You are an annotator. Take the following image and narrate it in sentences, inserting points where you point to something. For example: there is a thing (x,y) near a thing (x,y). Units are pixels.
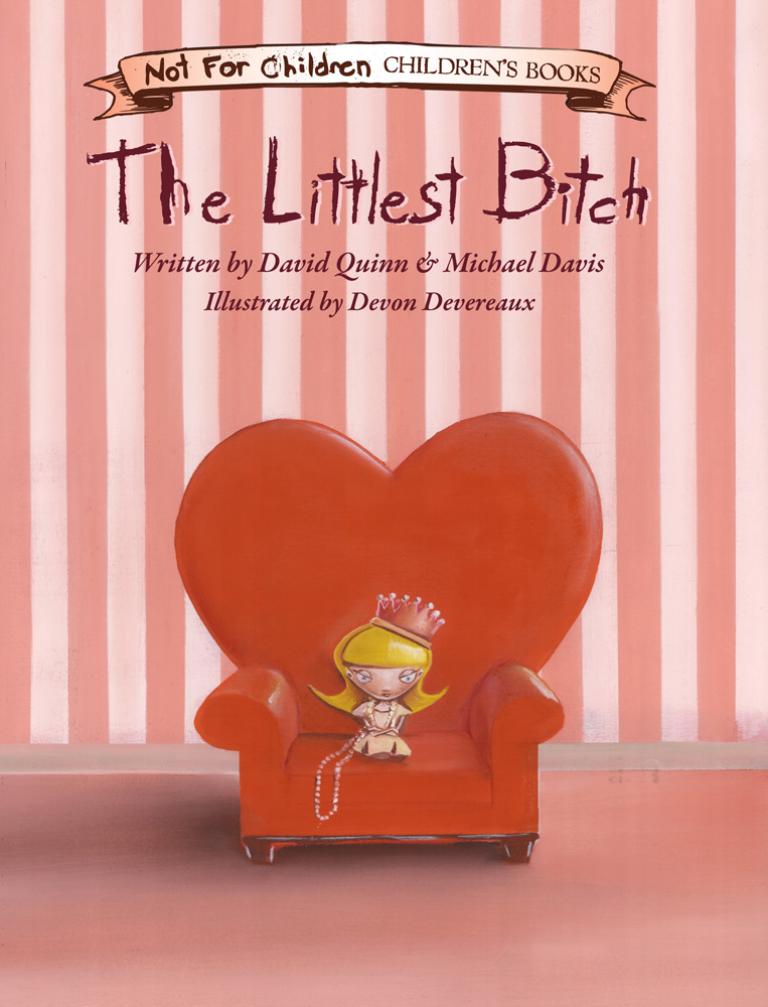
In this picture we can see a poster (325,708) of a woman (381,655) sitting on a chair (294,627) and something is written on it.
